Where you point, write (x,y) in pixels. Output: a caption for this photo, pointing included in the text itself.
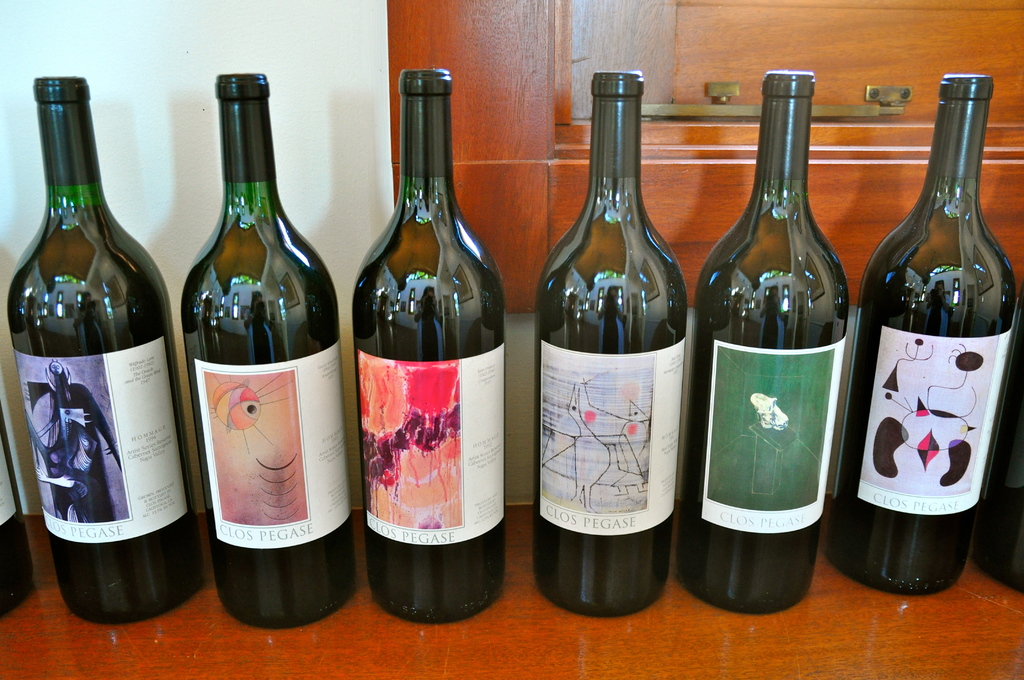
In this image we can see some bottles (418,261) which are placed on the surface (561,639). On the backside (887,230) we can see a wall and a wooden door (862,255).
